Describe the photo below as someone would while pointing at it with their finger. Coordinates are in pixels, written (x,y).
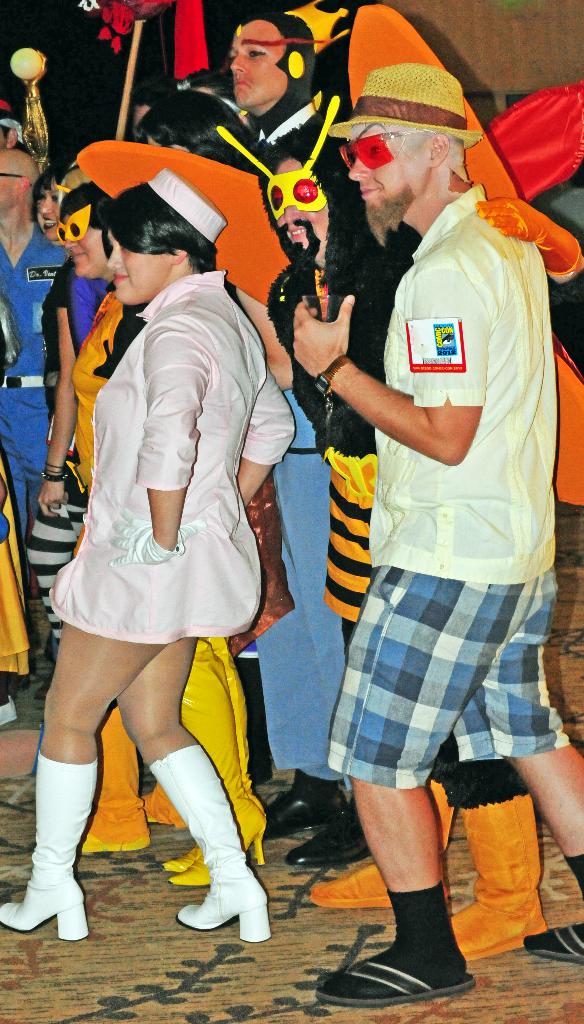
In this picture we can see two people (182,242) smiling, some people (313,76) wore costumes (385,253) and they all are standing on the ground (199,993) and in the background (189,31) we can see some objects (196,42).
